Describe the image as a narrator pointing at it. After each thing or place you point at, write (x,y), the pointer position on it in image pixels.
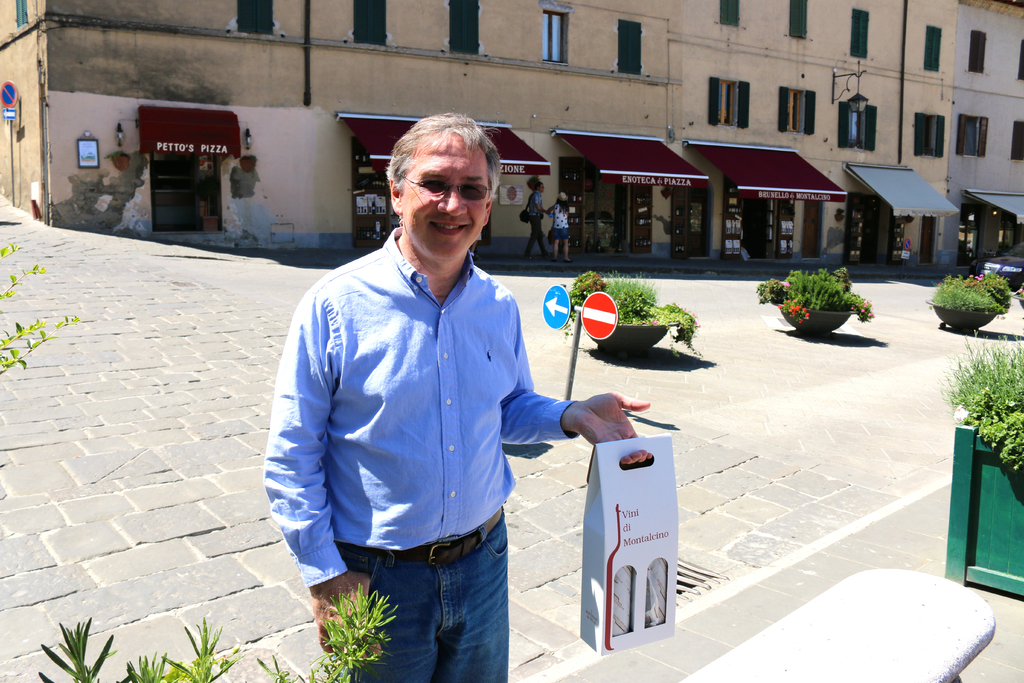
In the foreground of this image (456,441), there is a man (456,434) standing and holding a cardboard object (671,522) and also on the bottom (871,669), it seems like bench (886,652) and a plant (320,674). In the background (674,358), there are plants (947,282), signboard (604,311), pavement (634,381) and the buildings (841,50) and two persons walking on the side path (659,269).
